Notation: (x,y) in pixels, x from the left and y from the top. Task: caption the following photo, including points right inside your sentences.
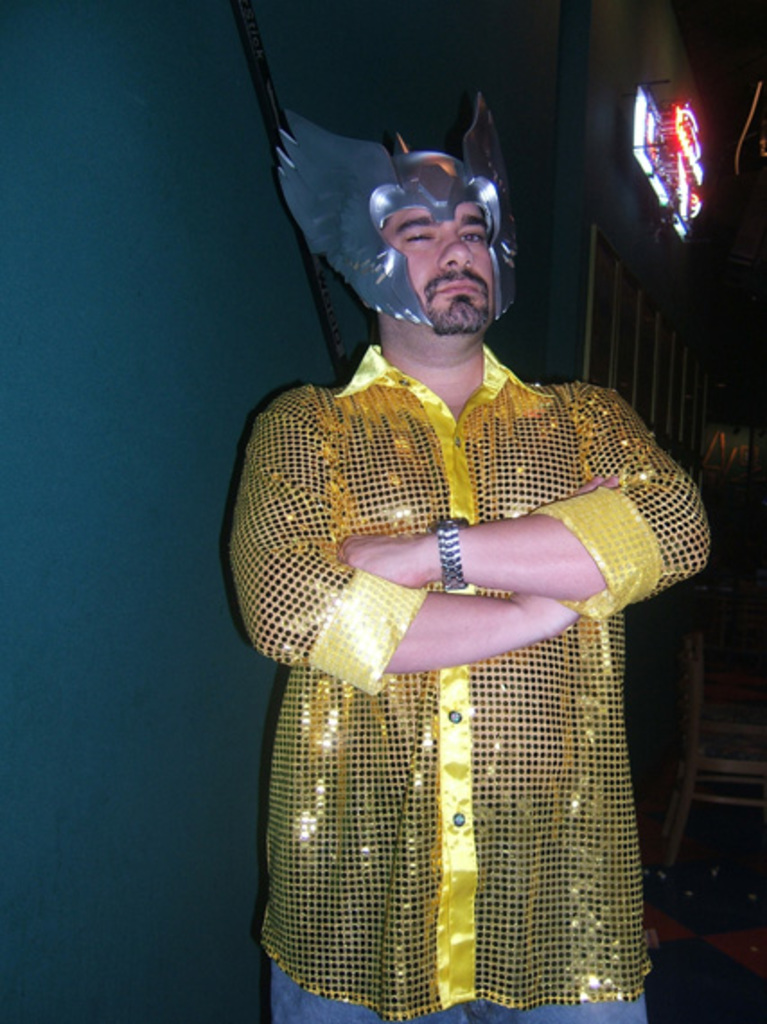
The picture consists of a person (456,449) with a mask (364,240). On the left (224,368) there is a wall (229,297). At the top (648,132) towards right (655,178) there is a board (668,189) with lighting (674,223).
